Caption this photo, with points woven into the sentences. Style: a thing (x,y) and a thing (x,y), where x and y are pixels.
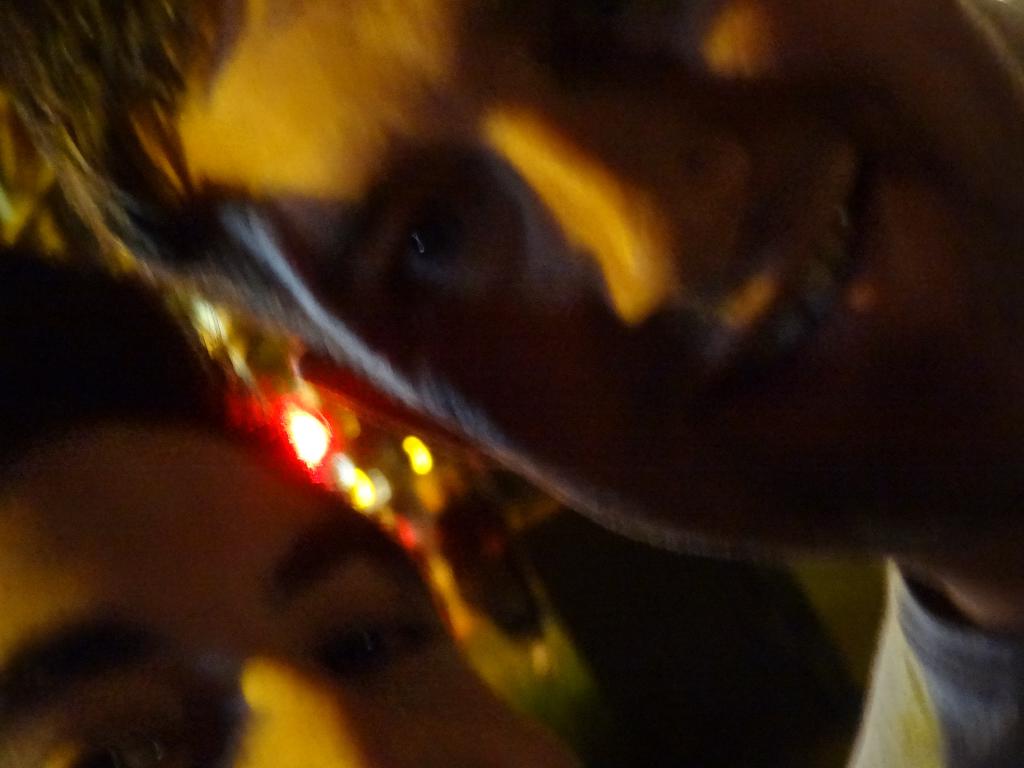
In this image, we can see two person (204,242) and there are some lights (222,338).
